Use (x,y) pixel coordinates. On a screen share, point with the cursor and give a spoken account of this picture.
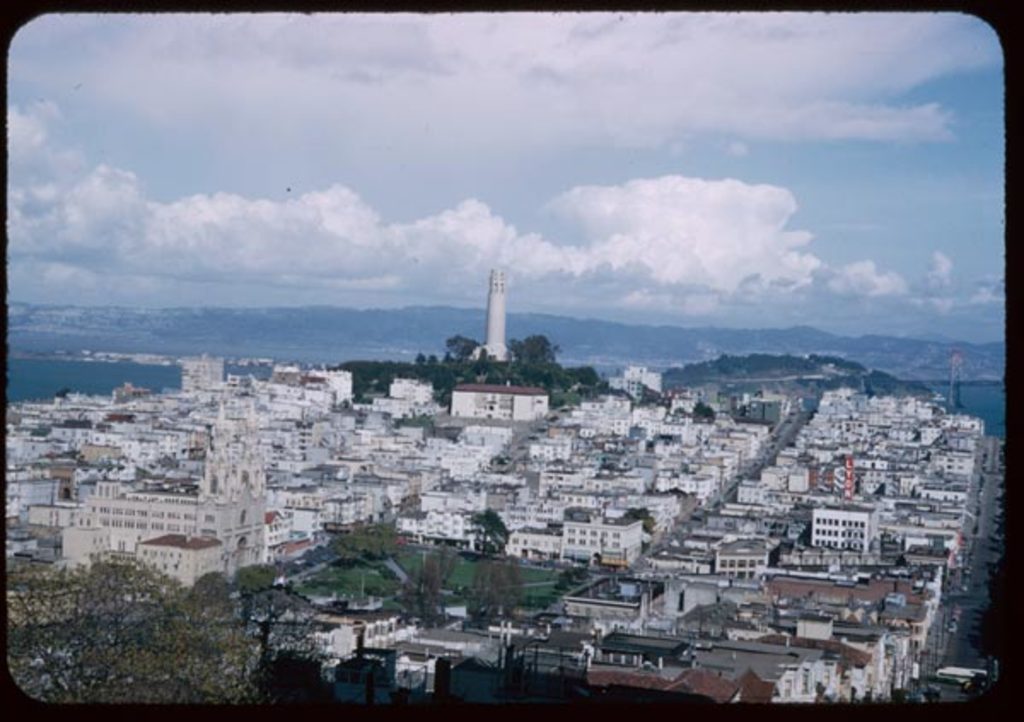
In this image I can see a photo (521,425) where we can see buildings (16,447), trees (830,360), tower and mountains (88,335).
